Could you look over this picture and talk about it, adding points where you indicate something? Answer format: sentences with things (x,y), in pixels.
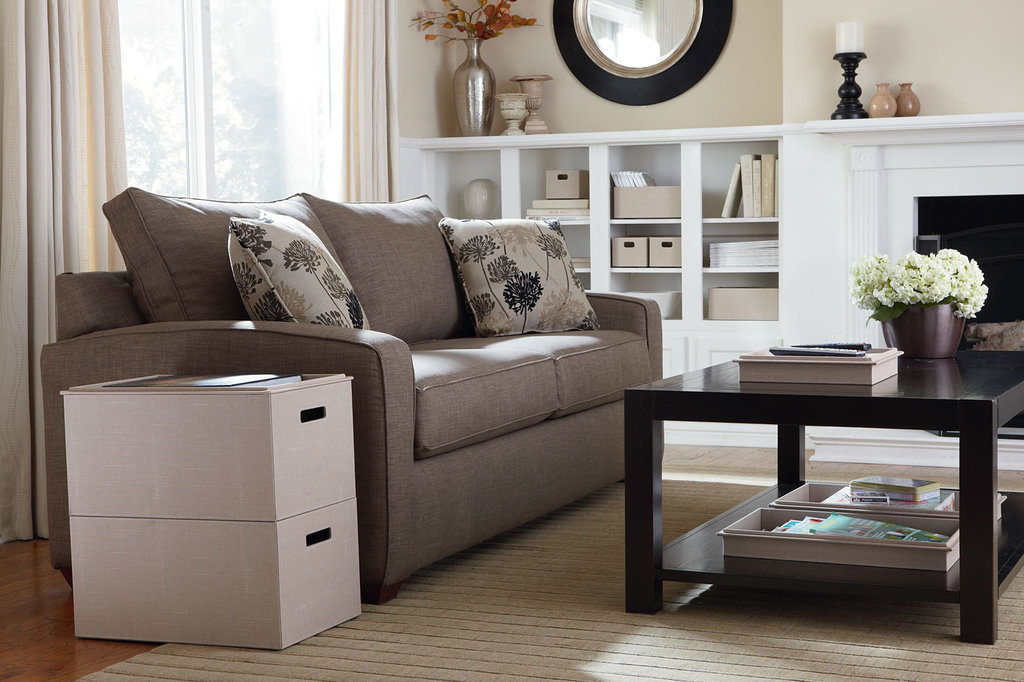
in this image there is a table (852,411) at the right side (887,382) which consists of flower pot (945,289) on it. left to that is a sofa (423,362) which consists of two cushions (500,246). behind the sofa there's a window (153,130) which contains cream curtains (95,95). at the right side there is a mirror (638,45) fixed to it and shelves (647,154) at the down.
